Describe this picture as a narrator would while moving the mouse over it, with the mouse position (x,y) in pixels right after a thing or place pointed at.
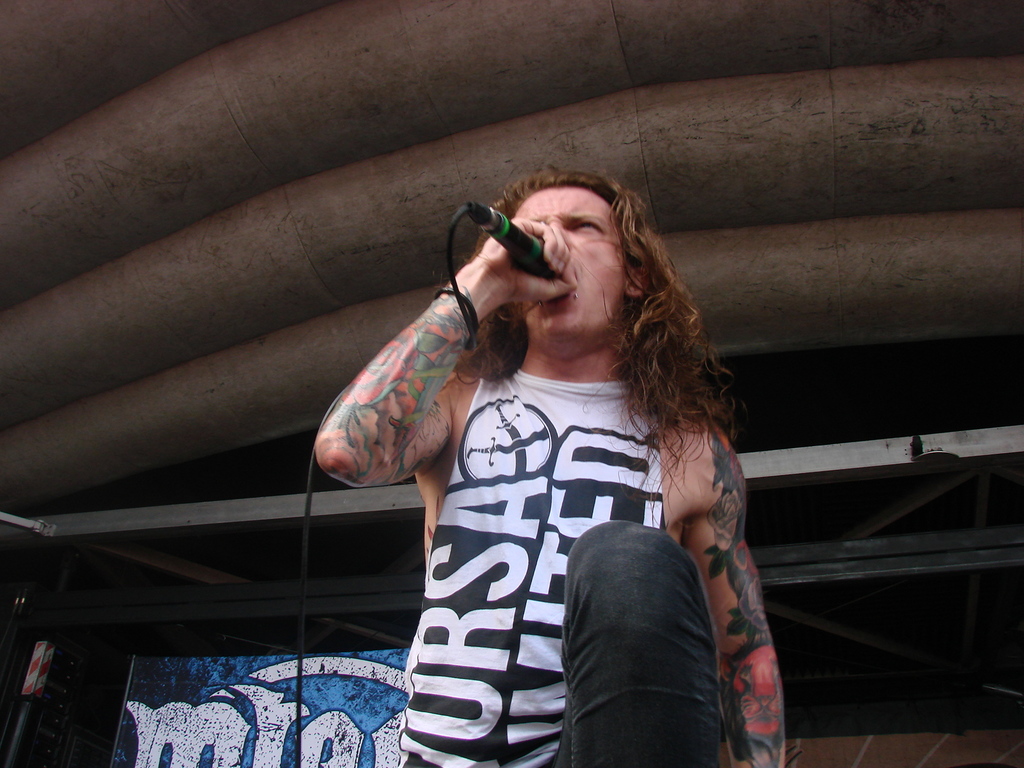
In this picture a man (560,461) is singing he is holding a mic (490,227). He is having tattoos (713,519) on his both hands (730,594). He is wearing a t-shirt (509,591) and jeans (584,702). In the background (291,704) there is a wallpaper (195,710).
